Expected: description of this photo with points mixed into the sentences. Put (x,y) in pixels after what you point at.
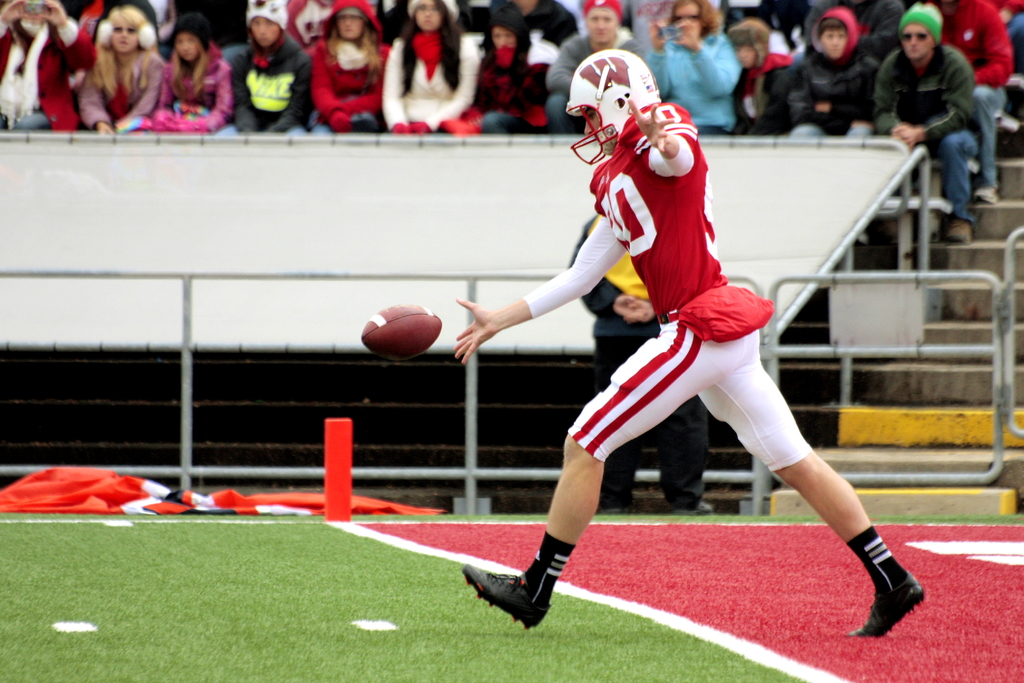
In this image I can see a person (676,292) wearing red and white color dress (671,355). I can see maroon color ball (426,327). Back I can see few people (429,76) sitting on the chair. I can see stairs (981,319), fencing (992,348) and white color board (310,237).
